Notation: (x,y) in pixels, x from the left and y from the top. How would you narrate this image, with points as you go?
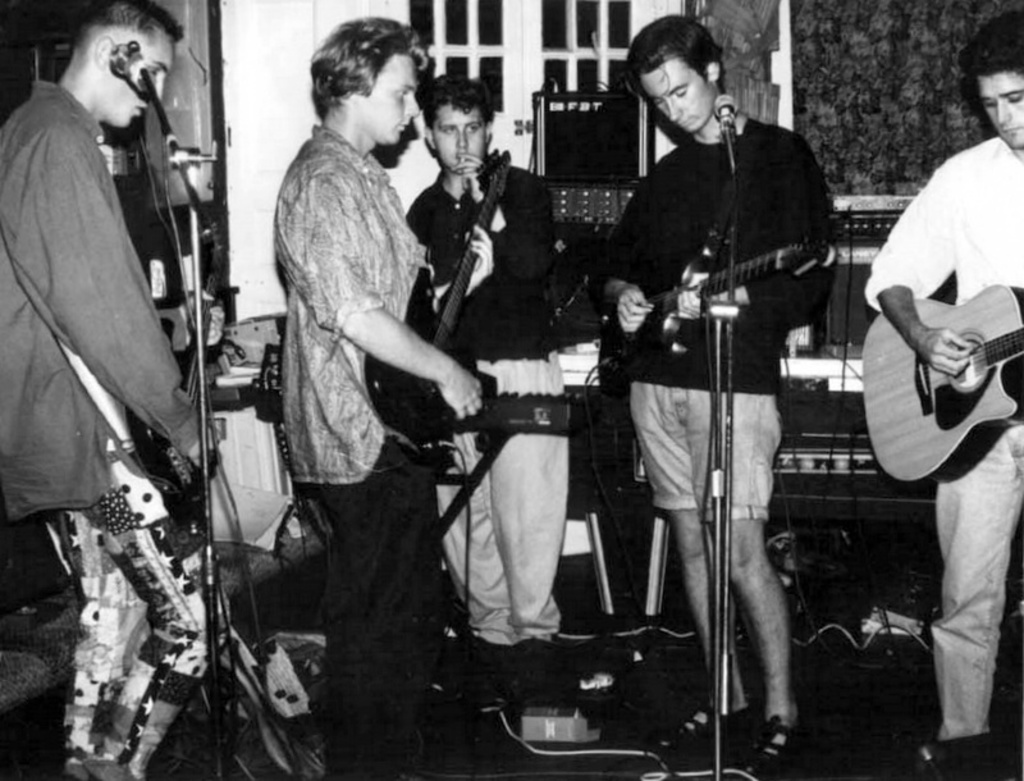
This is a black and white picture. On the background (550,49) we can see windows (609,40), door (285,138). Here we can see men (91,195) standing in front of a mike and playing guitars (630,333). This is a floor (814,759).
